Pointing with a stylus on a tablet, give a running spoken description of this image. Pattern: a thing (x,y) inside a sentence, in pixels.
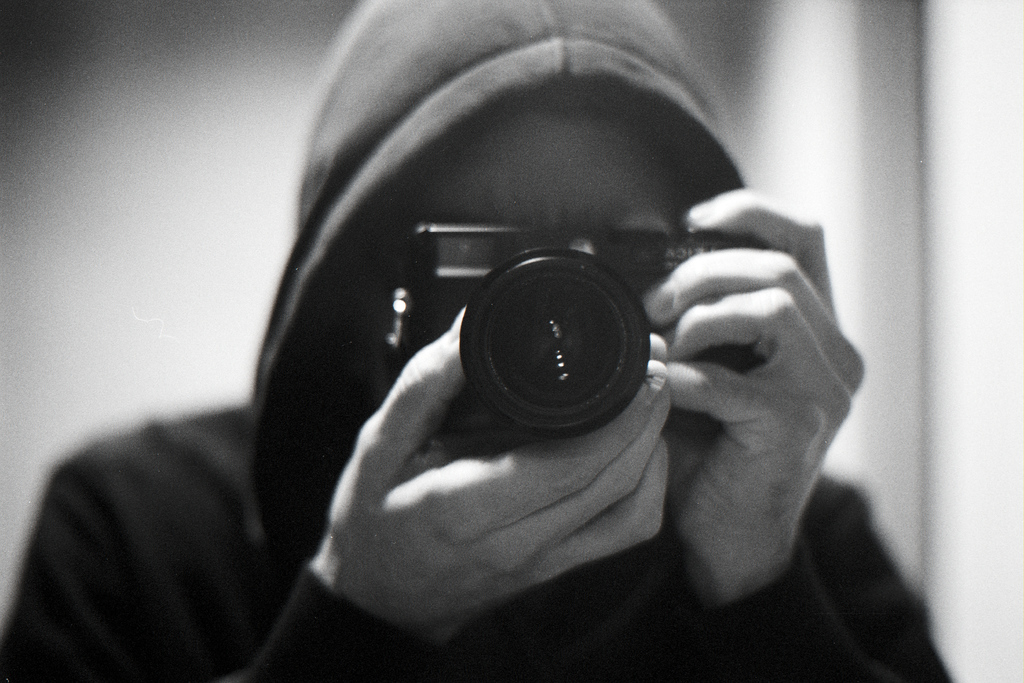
A person (302,533) is wearing a jacket (422,74) holding a camera (545,295) and capturing a picture.
